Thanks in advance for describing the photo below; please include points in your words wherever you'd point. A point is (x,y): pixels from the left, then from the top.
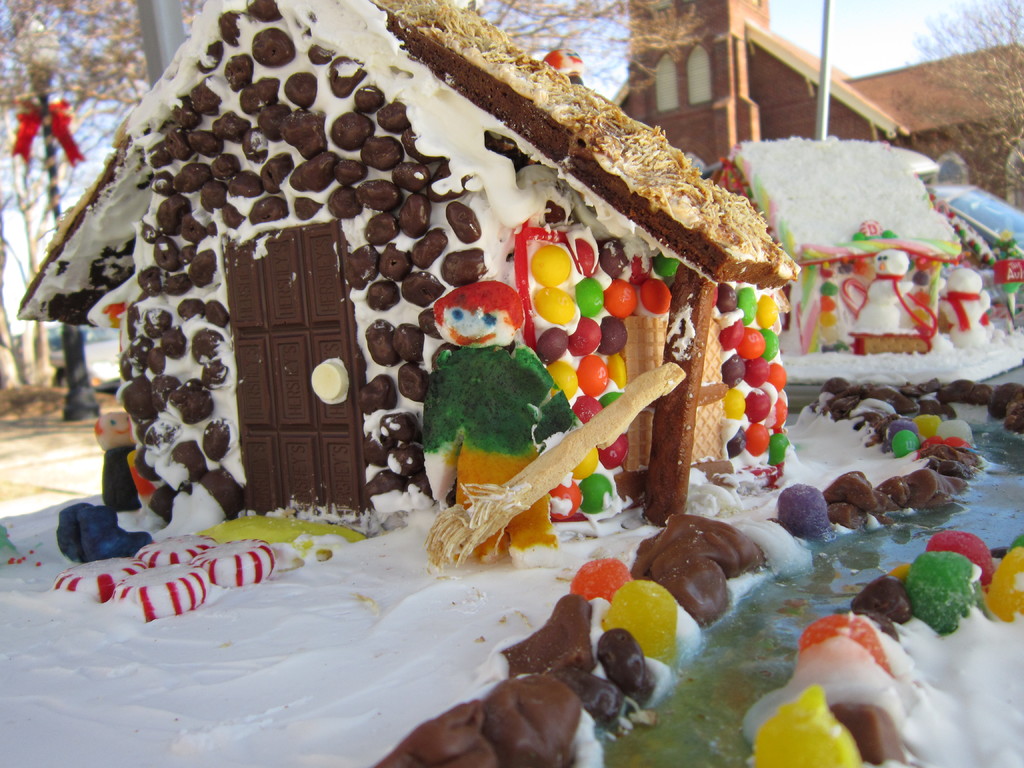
There are toy houses (864,248) on the white color surface (422,594) near small lake (791,584). In the background (859,112), there is a brown color building (665,85) which is having roof (947,67) and windows (668,75), there are trees (112,11) and there is sky (592,30).
